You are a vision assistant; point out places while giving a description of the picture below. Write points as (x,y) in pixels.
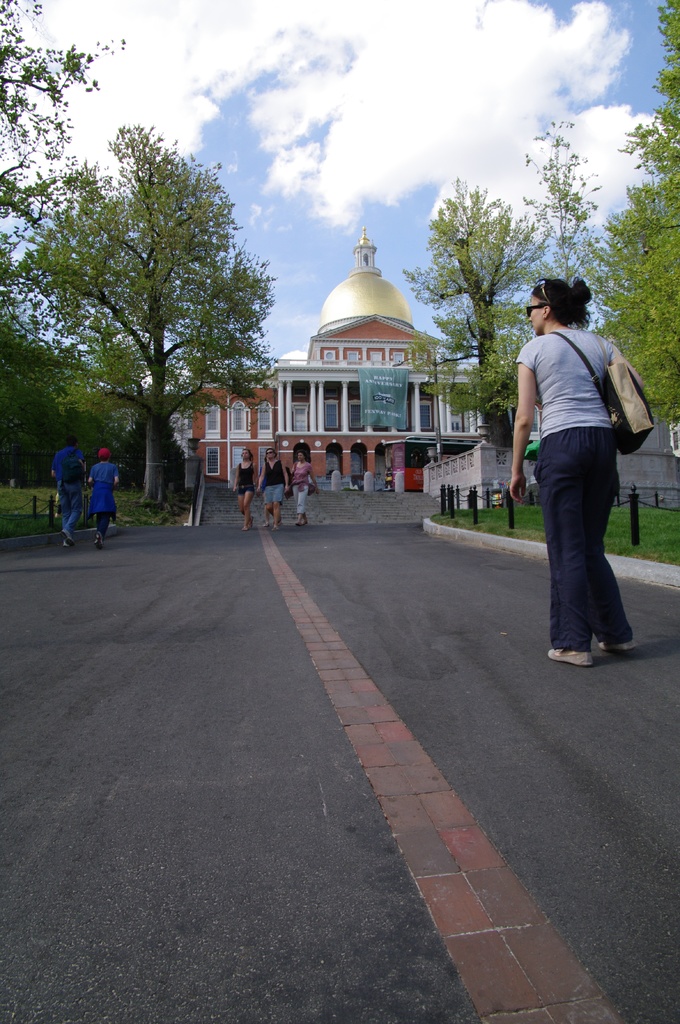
There are some persons (569,426) standing on the road (443,559) as we can see at the bottom of this image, and there is a building (348,400) in the middle of this image (341,428). There are some trees (139,362) on the left side of this image (119,343) and right side of this image (523,345) as well. There is a cloudy sky (355,129) at the top of this image (420,136).
